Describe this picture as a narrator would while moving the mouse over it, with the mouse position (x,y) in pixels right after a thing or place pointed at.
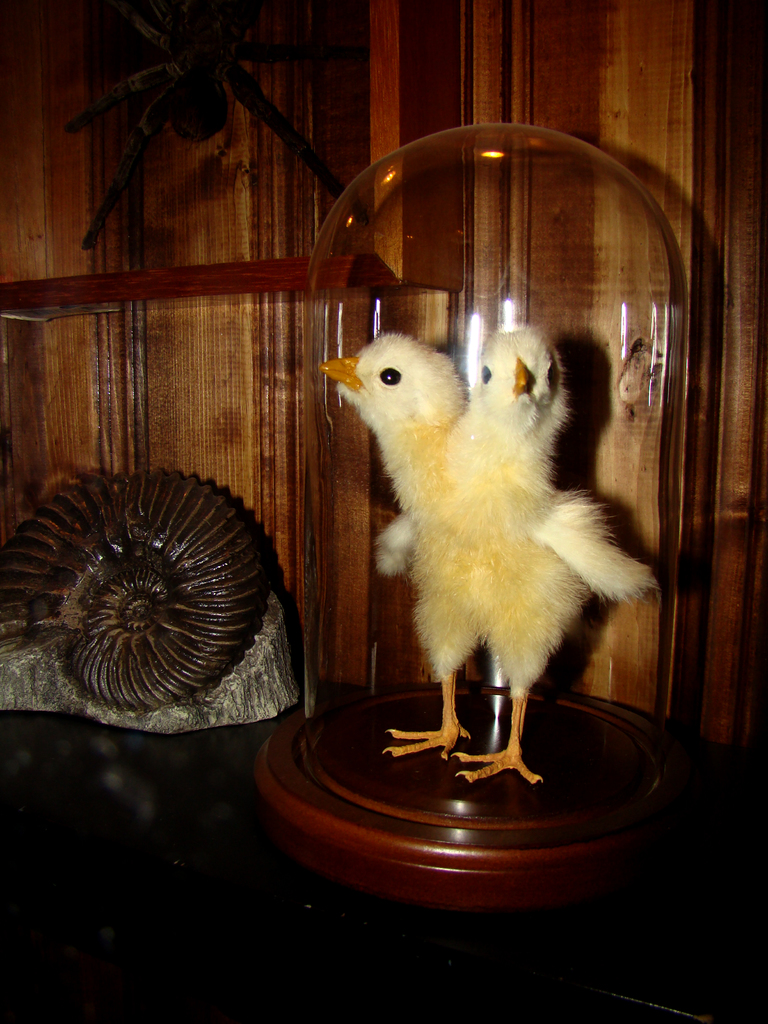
In the center of the image (503,511) there is a depiction of a chick (442,402). In the background of the image (286,235) there is a wooden wall (305,237). There is a object (235,597) to the left side of the image (151,638).
